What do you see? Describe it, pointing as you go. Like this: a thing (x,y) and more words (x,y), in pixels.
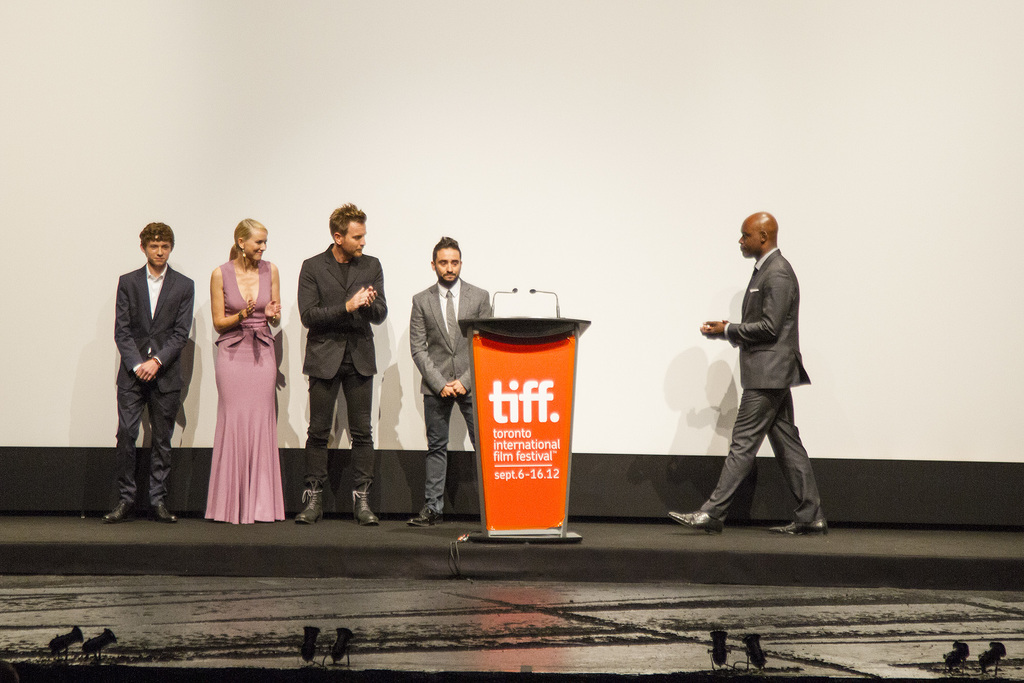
In this picture I can see few people (217,362) are standing near board (476,401) and one person (750,408) is walking a side.
